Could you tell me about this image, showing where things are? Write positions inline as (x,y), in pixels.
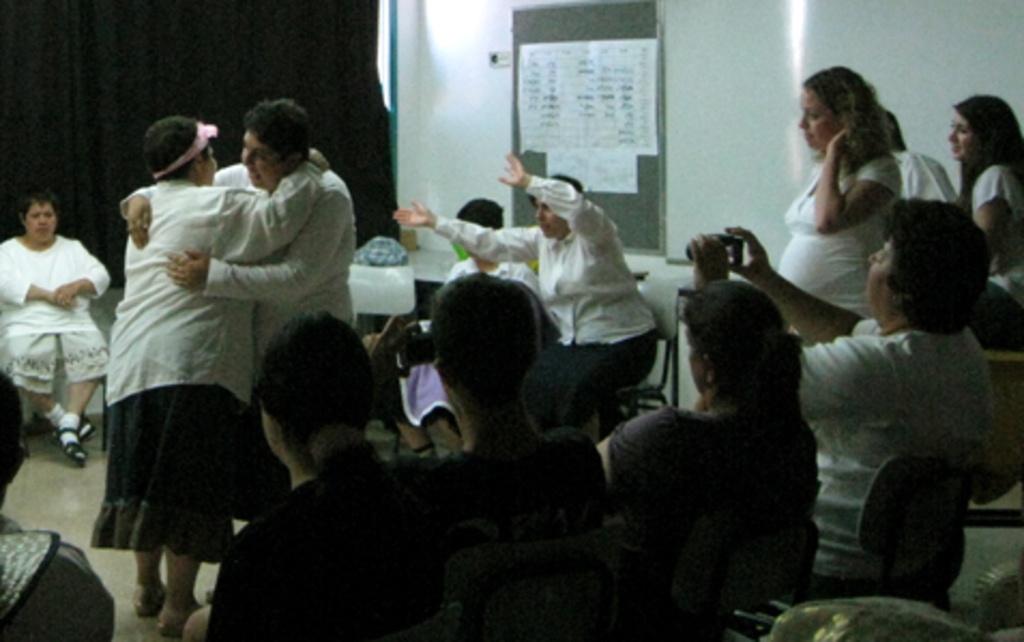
In this picture we can see a group of people (351,465) sitting on chairs (763,512), some people (190,311) are standing on the floor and two people (493,327) are holding devices (417,335). In the background (368,250) we can see a board (652,194) on the wall (756,107) with papers (585,51) on it, curtain (339,79) and some objects (396,248).
